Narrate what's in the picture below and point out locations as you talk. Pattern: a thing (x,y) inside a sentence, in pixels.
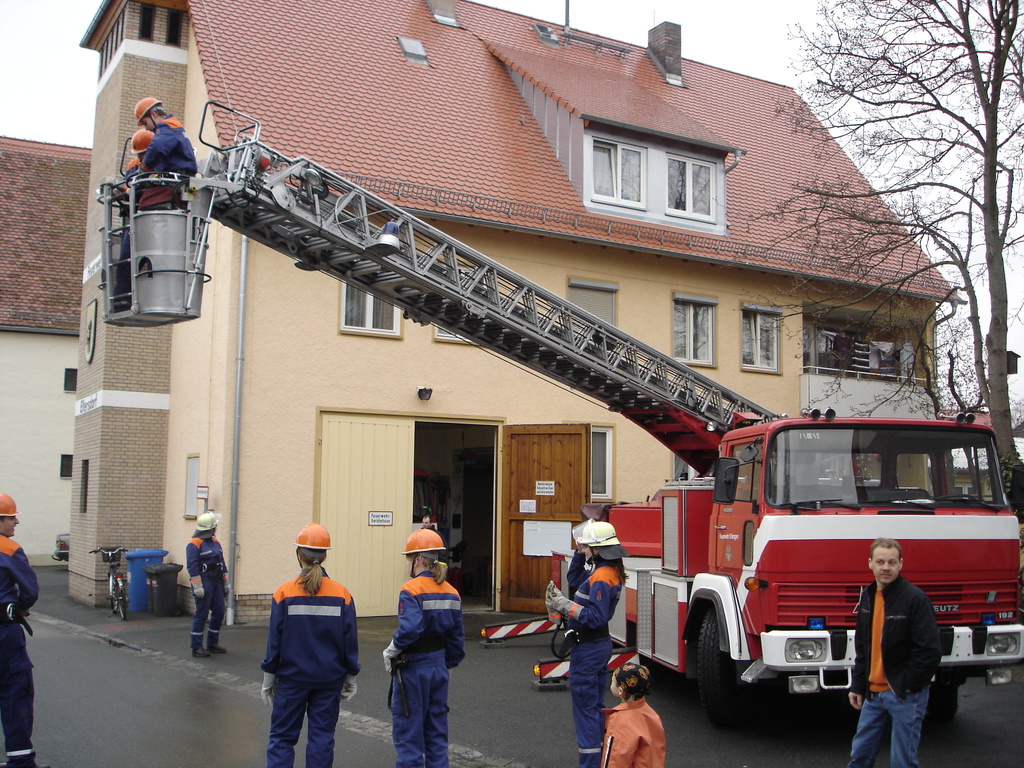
In the foreground of the picture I can see a few people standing on the road (126,634) and I can see a few women (310,626) wearing the hard hat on their head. I can see a fire engine (803,483) on the road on the right side (763,410) and there is a lifting device (565,360). In the background (546,218), I can see the house (939,292). There are trees (926,230) on the top right side (932,179). I can see the bicycle (112,553) and dustbins (140,585) on the road (111,628) on the left side (150,556).
